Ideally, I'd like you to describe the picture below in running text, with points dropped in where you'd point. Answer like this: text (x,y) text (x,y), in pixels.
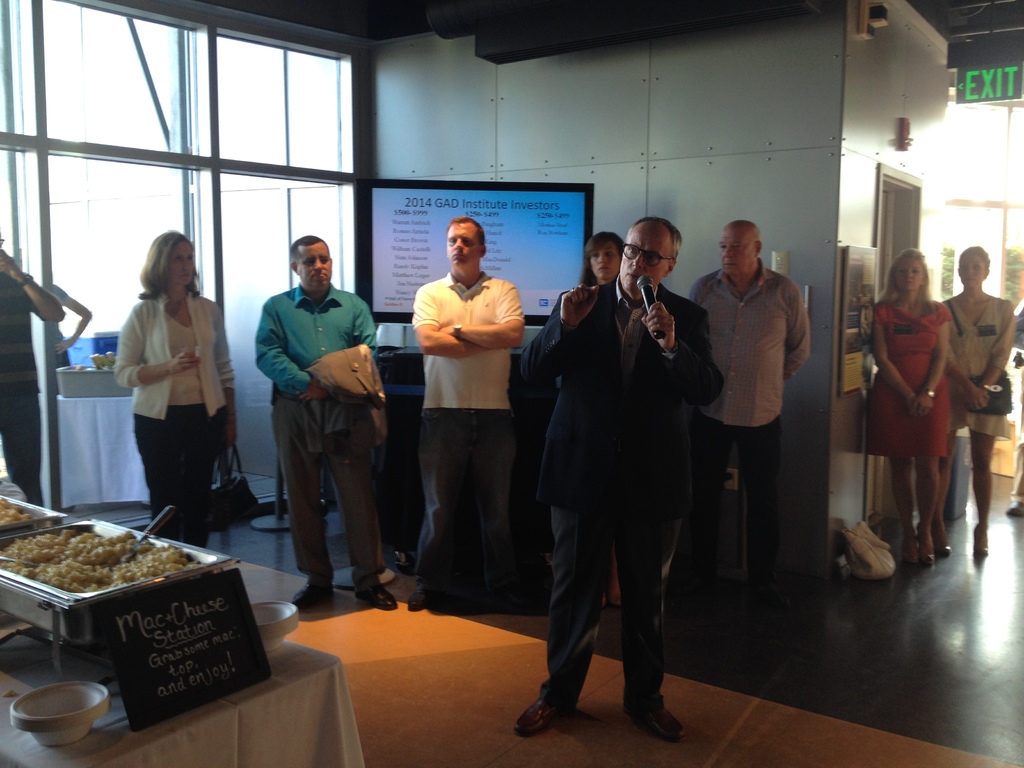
In this image I can see a person (590,467) wearing black color dress (588,503) is standing and holding a microphone (652,297). I can see a table (304,724) and on the table (274,704) I can see few bowls (87,629), a black colored board (246,649) and some food item (83,556) in the bowl (25,576). In the background (33,407) I can see few persons (426,327) standing, a television screen (534,250), a wall (534,107), the exit board (992,76), few trees (1013,258) and few windows (180,176).
